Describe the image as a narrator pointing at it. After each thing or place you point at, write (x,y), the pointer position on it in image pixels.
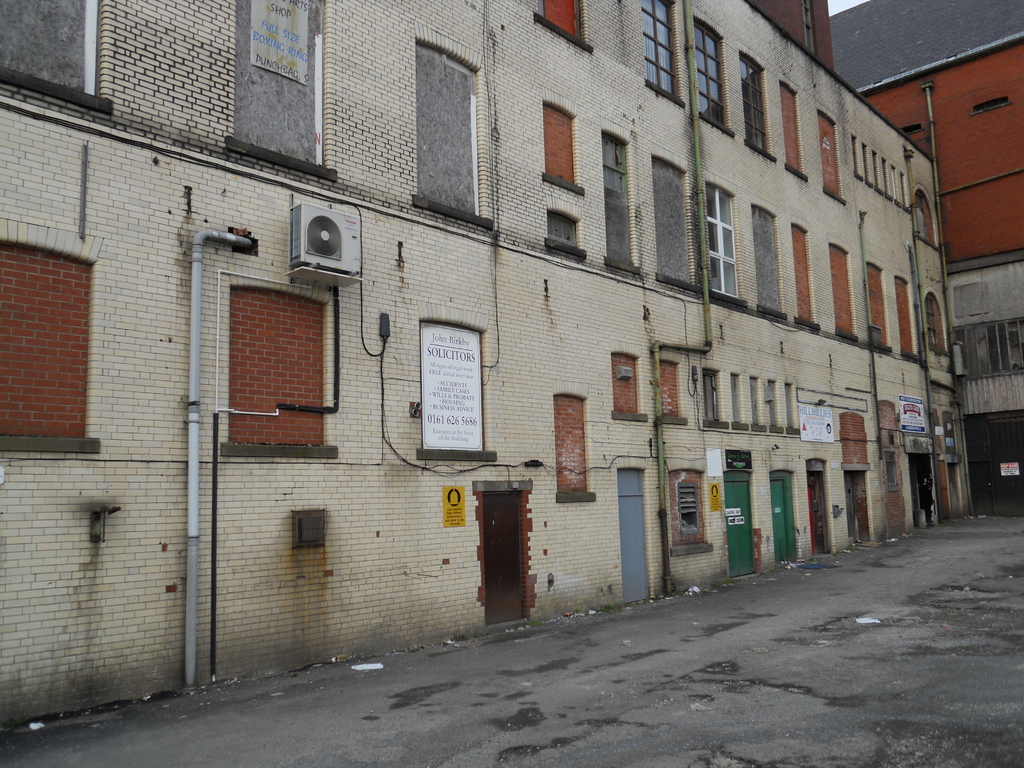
In this picture we can see so many buildings (590,192), in which we can see windows (576,30), boards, in front (938,636) we can see the path (829,632).
